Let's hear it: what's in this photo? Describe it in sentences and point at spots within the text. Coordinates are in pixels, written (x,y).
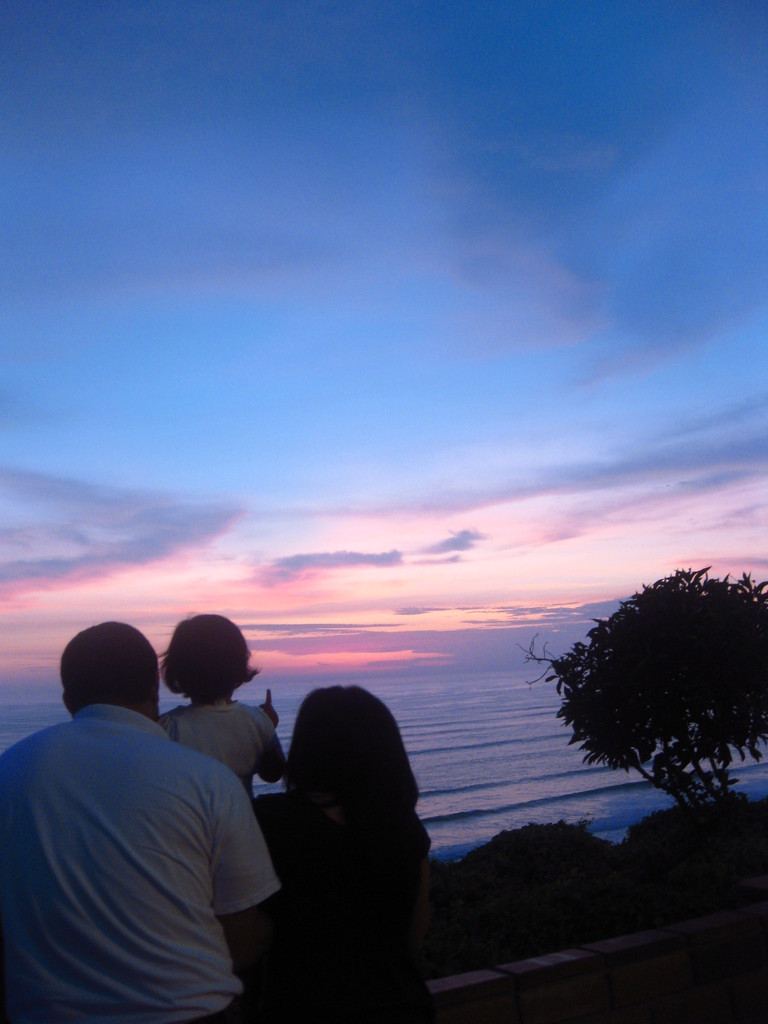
In the image we can see a man (266,863), woman (266,830) and a child (269,753) wearing clothes (169,768). We can even see there is water (517,771), tree (631,733), plant (546,864) and a sky (405,555).
